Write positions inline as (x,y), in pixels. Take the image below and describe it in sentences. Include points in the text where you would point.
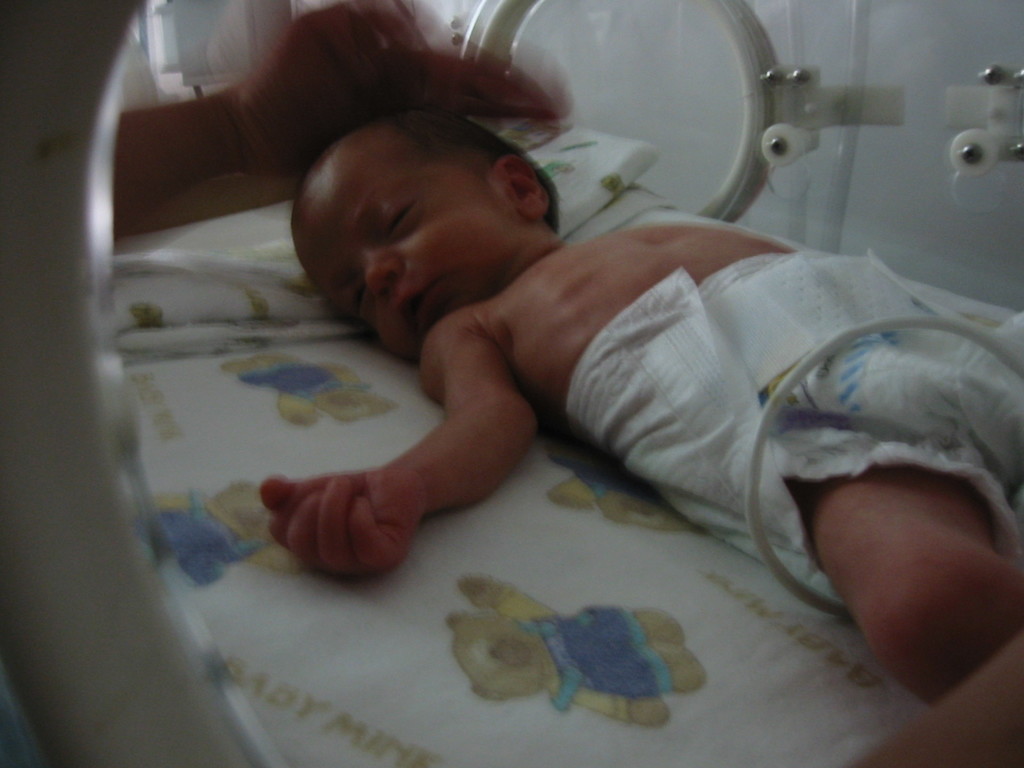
In this image I can see a baby (525,354) wearing white colored dress (720,349) is laying on the bed (241,387) which is white, blue and yellow in color. I can see a persons hand (237,122) which is blurry and few white colored surfaces (711,49) in the background (626,48).
